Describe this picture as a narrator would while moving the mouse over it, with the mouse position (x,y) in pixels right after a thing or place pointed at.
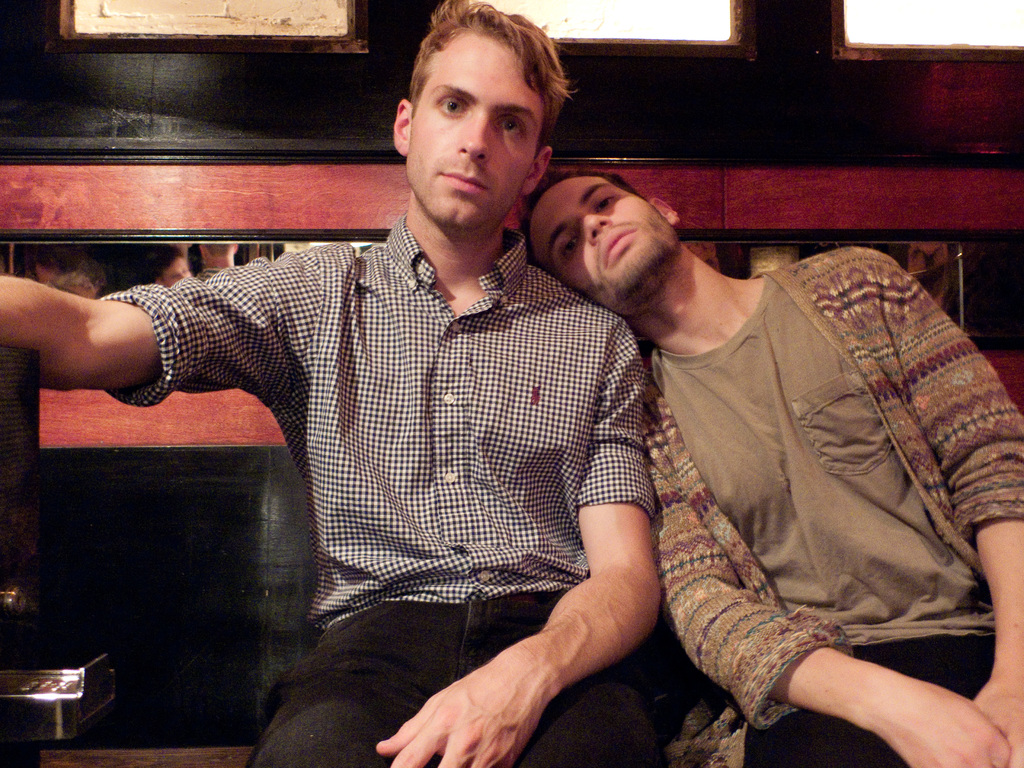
In this picture we can see there are two people (416,388) sitting on a bench (183,751) and behind the people (441,351) there is a wall (744,114).
